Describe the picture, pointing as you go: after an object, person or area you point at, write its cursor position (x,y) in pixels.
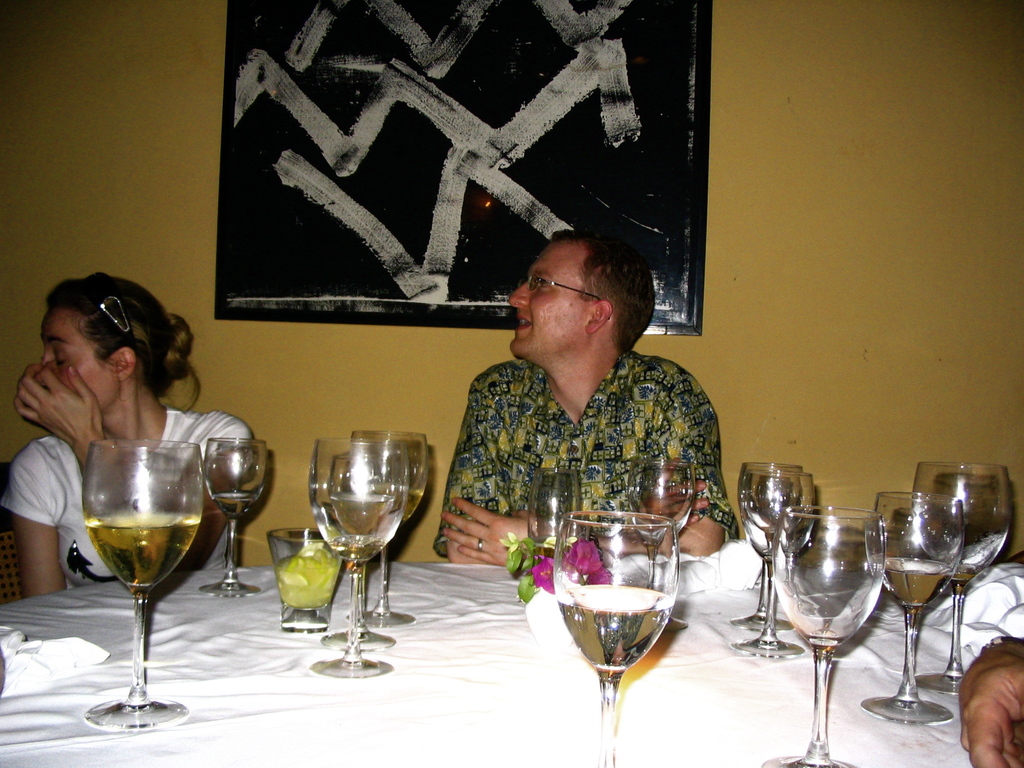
In this image there are few persons (509,383) sitting around the table (485,706). On the table (496,621) there are glasses (594,600) filled with the drink (630,635). In the middle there is a flower vase (531,602). In the background (135,147) there is a wall (141,130) on which there is a painting frame (464,142). On the left side (81,394) there is a woman (83,416). On the right side (689,419) there is a man (560,428) who are sitting in the chairs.
